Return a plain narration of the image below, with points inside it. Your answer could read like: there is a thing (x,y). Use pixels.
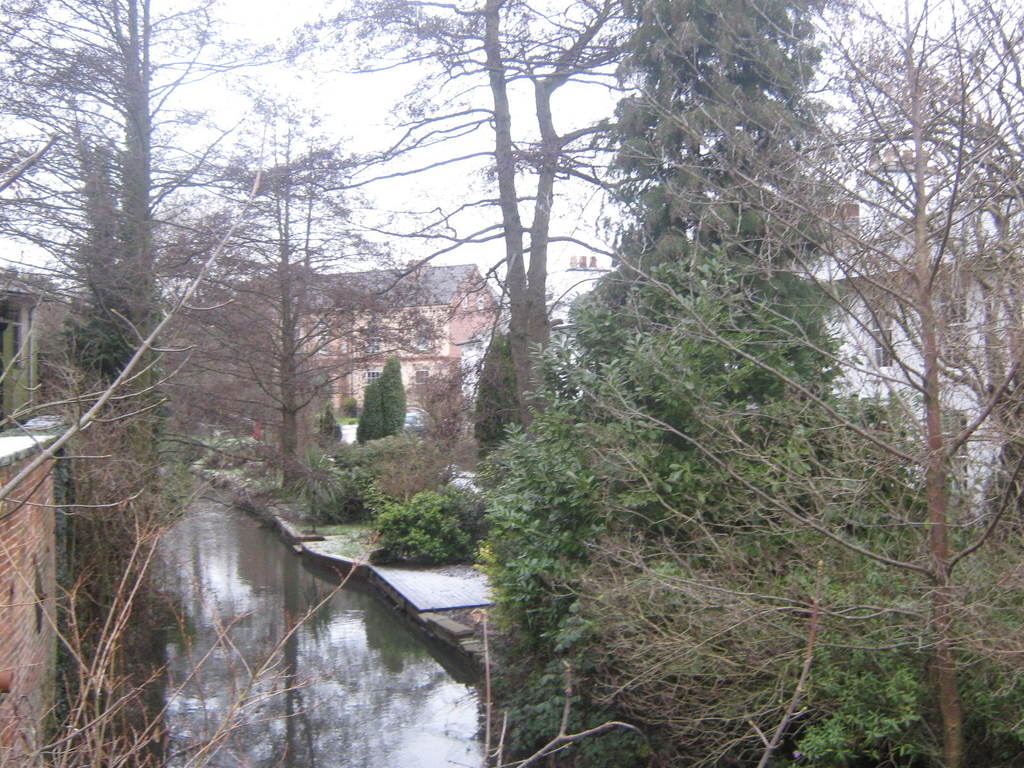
In this image we can see trees (695,188), buildings (25,539), plants (326,489), water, objects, windows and the sky (183,45).
